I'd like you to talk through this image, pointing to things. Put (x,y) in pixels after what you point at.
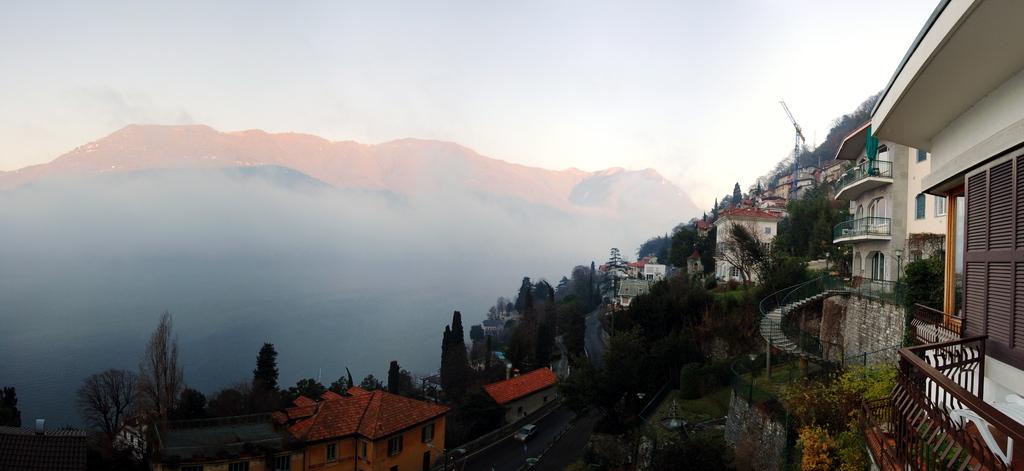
This picture is clicked outside. On the right (999,249) we can see the buildings (848,227), trees (826,427). In the center (630,308) we can see the hills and the trees (537,329). In the background (568,93) there is a sky (729,93) and some other items (795,121).
